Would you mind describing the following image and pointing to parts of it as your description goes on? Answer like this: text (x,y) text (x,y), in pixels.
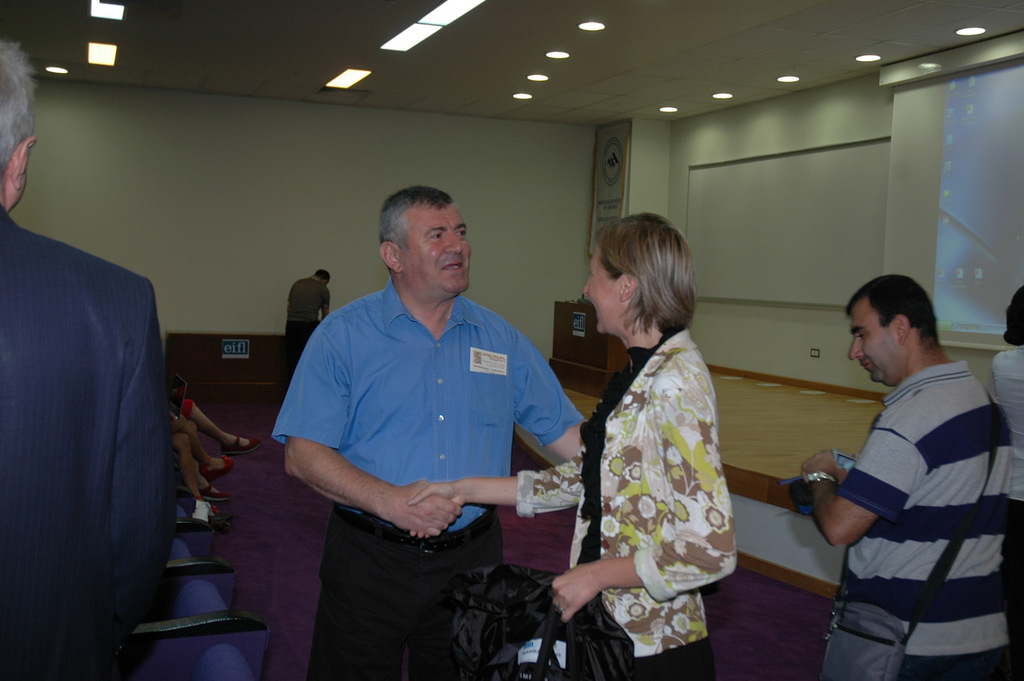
On the left side (85,353) there is a person (90,400) standing. Near to him there are chairs (195,586). Some people (187,457) are sitting on that. Also there is a man (472,389) and a woman (626,443). Woman (592,506) is holding a bag (532,630). On the right side (866,451) there is a person (841,488) wearing watch (830,484) is holding a bag (861,605) and something in the hand (811,467). Also there is a screen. In the back (323,159) there is a wall (570,188). On the ceiling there are lights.
